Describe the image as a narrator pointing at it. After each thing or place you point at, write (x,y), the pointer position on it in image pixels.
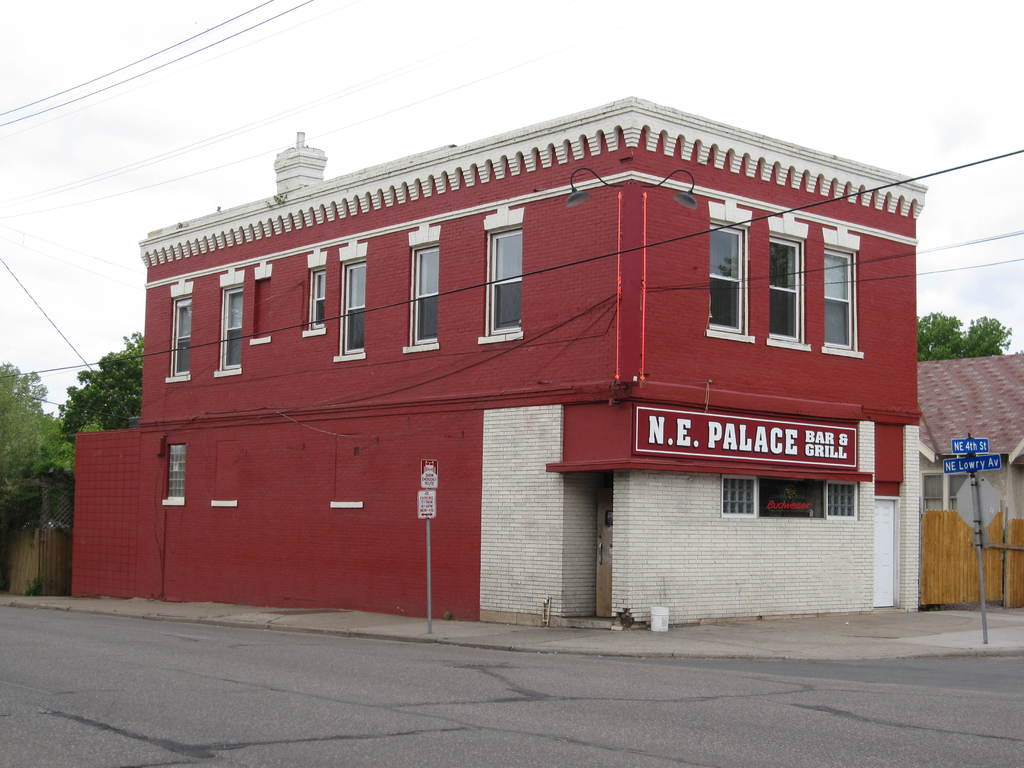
Here we can see buildings (819,408), windows (781,316), lights (600,181), trees (941,319) and signboards (947,461).
